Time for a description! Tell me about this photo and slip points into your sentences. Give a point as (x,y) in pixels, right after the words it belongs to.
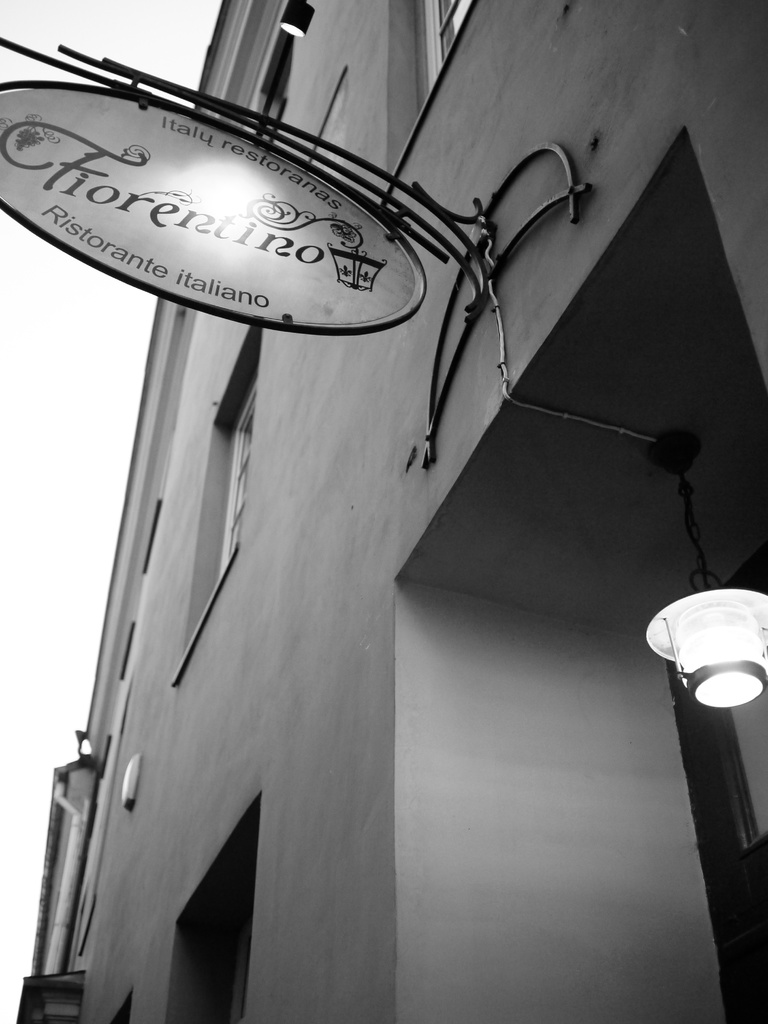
In this picture we can see a building (343,403). There is a light (652,648) on the right side (713,687). We can see a board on this building (405,358).
